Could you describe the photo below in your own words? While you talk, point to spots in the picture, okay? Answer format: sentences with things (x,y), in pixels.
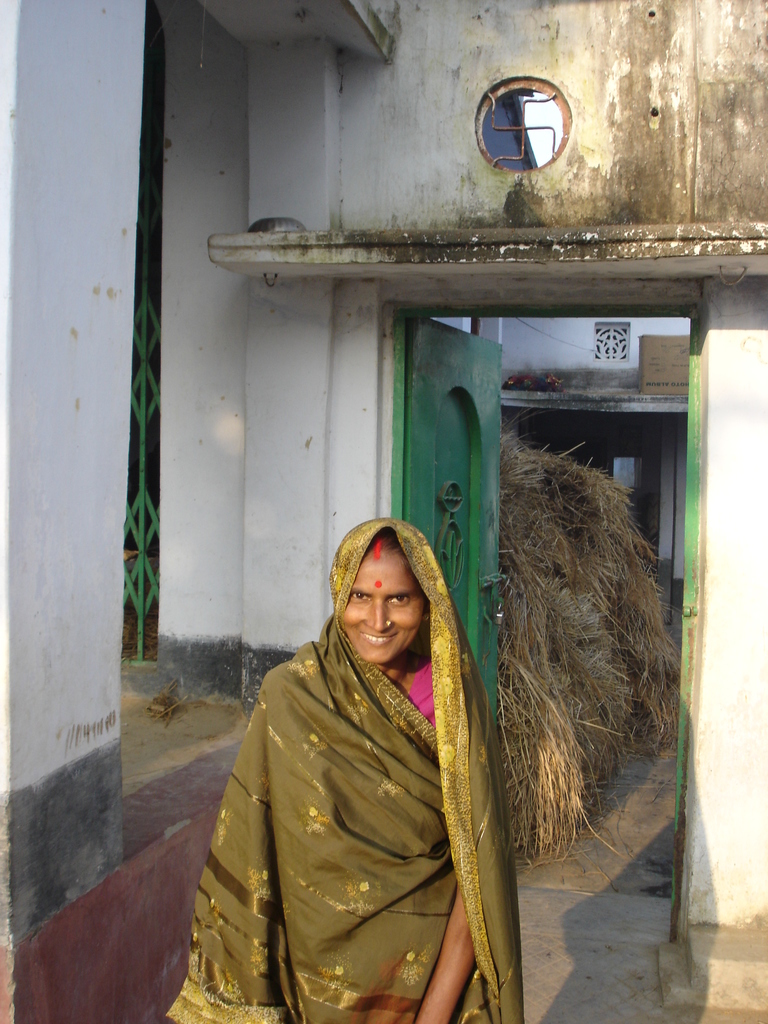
In this image there is a woman (457,648) standing in front of the house (527,339), there is a door (498,626), gate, grass (583,535) and a box (687,372) on the roof (648,409).
